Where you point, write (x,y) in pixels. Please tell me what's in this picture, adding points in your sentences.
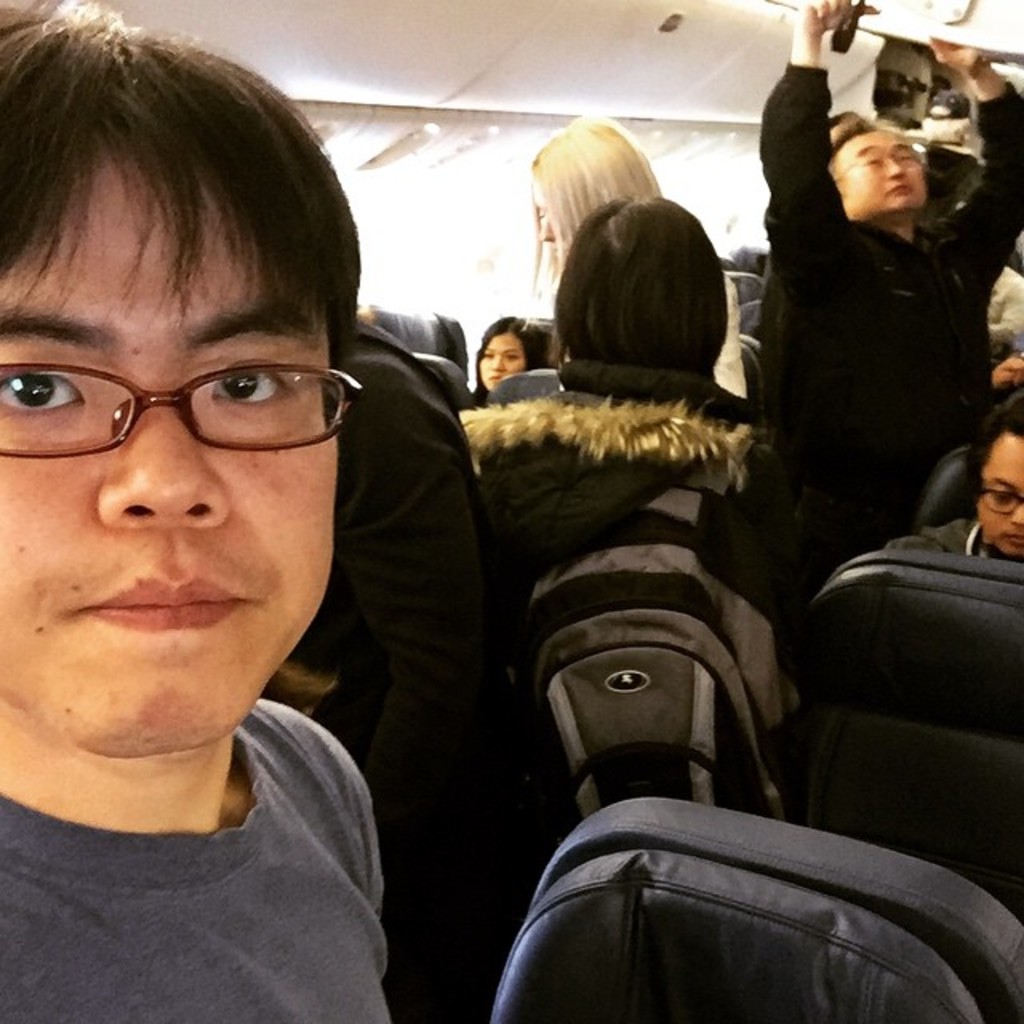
This image is taken inside an airplane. In this image there is a man (200,550) on the left side (200,596). Beside him there are few people (1005,550) sitting in the seats (814,728). On the right side (897,267) there is a person (887,275) who is keeping the luggage (895,85) in the cupboards (932,33). In the middle (653,486) there is a person (657,377) standing by wearing the bag (637,759).
